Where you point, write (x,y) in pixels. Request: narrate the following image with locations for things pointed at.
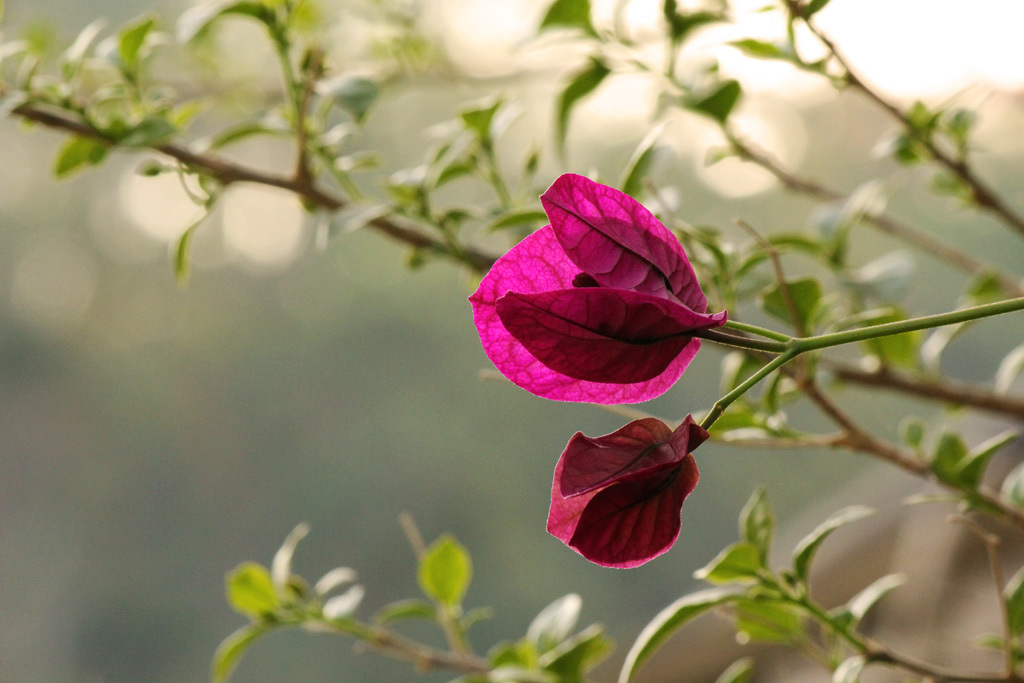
In this image, I can see two flowers (641,444), which are pink in color. This looks like a tree (804,386) with branches (798,356) and leaves (902,150). The background (3,372) looks blurry.
